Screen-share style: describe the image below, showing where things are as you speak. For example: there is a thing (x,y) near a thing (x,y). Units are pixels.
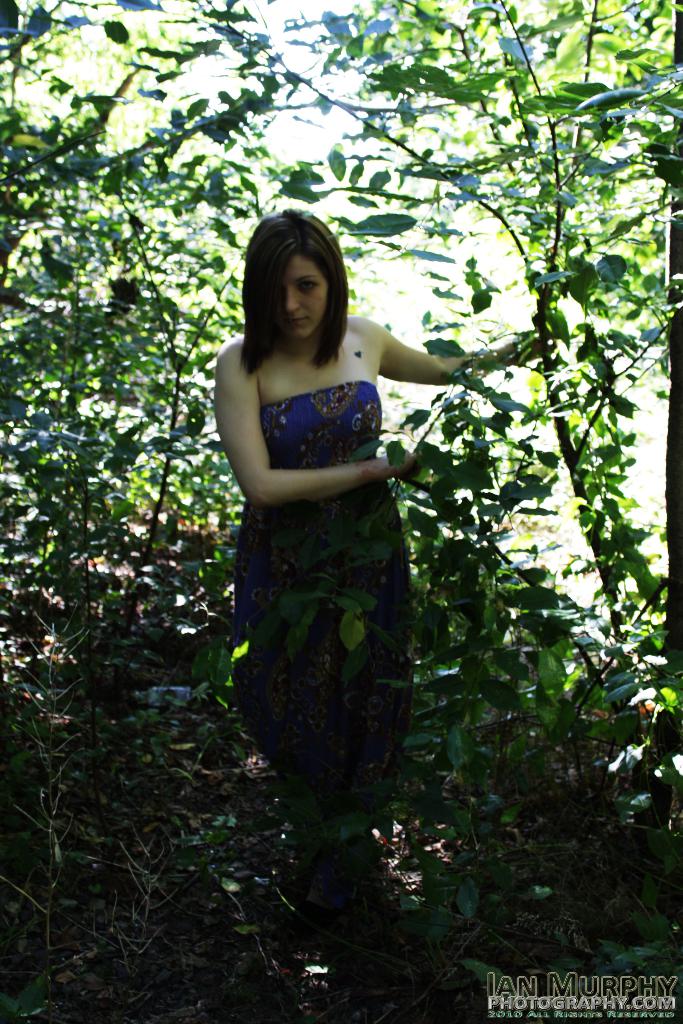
There is a lady (313,451) holding a tree (505,421). In the back (152,312) there are many trees (181,459). And on the right corner (571,993) there is a watermark (594,1002).
